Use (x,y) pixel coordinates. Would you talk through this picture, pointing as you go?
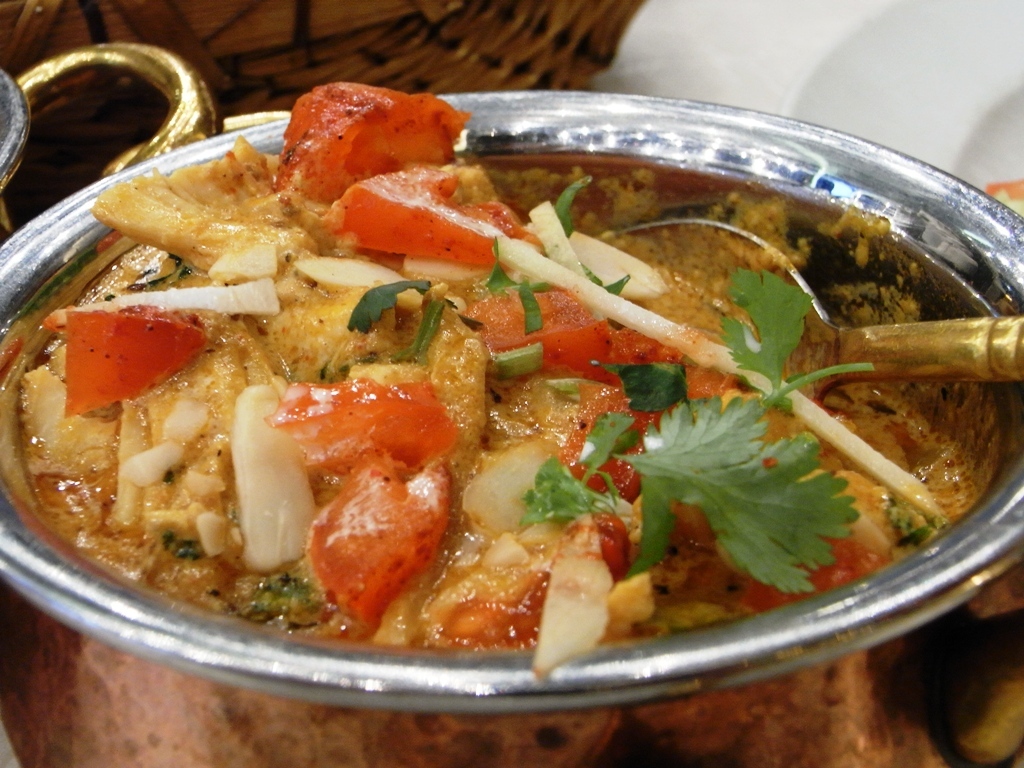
In this picture I can see a food item (633,284) with a spoon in a copper bowl (147,700), and in the background (500,16) there are some objects (450,39).
